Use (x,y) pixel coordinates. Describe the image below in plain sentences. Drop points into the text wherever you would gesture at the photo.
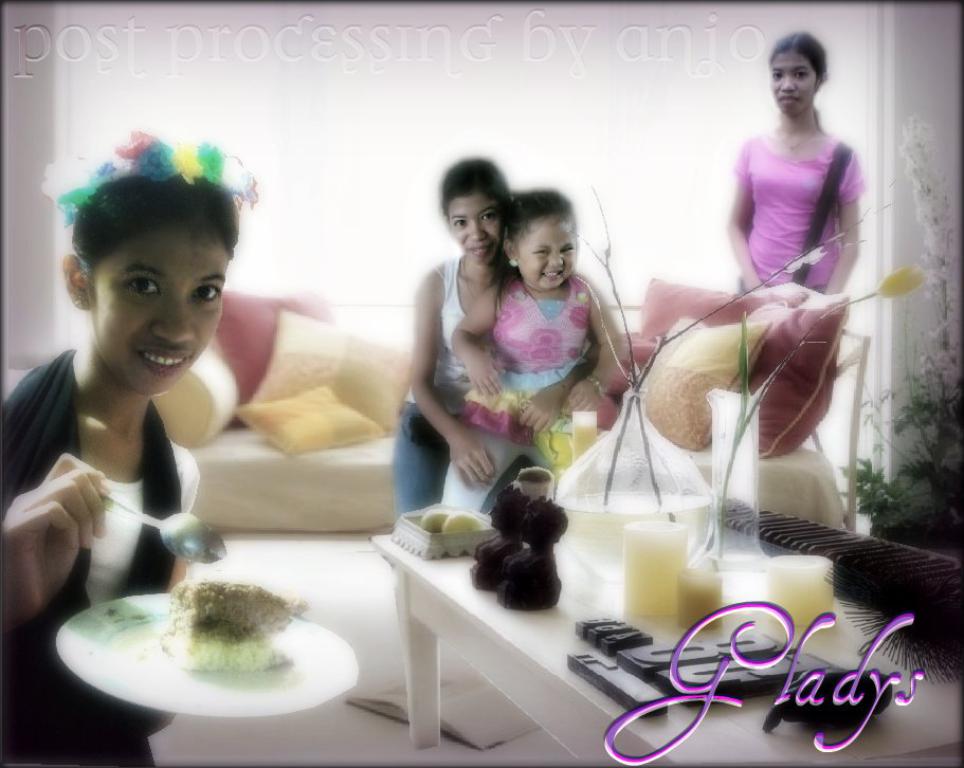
In this picture we can see a girl (48,422) holding a spoon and a plate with her hands (34,599), table (840,731) with toys (524,529) and some objects (457,549) on it, sofa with pillows (741,311) and two people (534,455) sitting on it and in the background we can see a girl (743,287) standing, plants (947,502).
